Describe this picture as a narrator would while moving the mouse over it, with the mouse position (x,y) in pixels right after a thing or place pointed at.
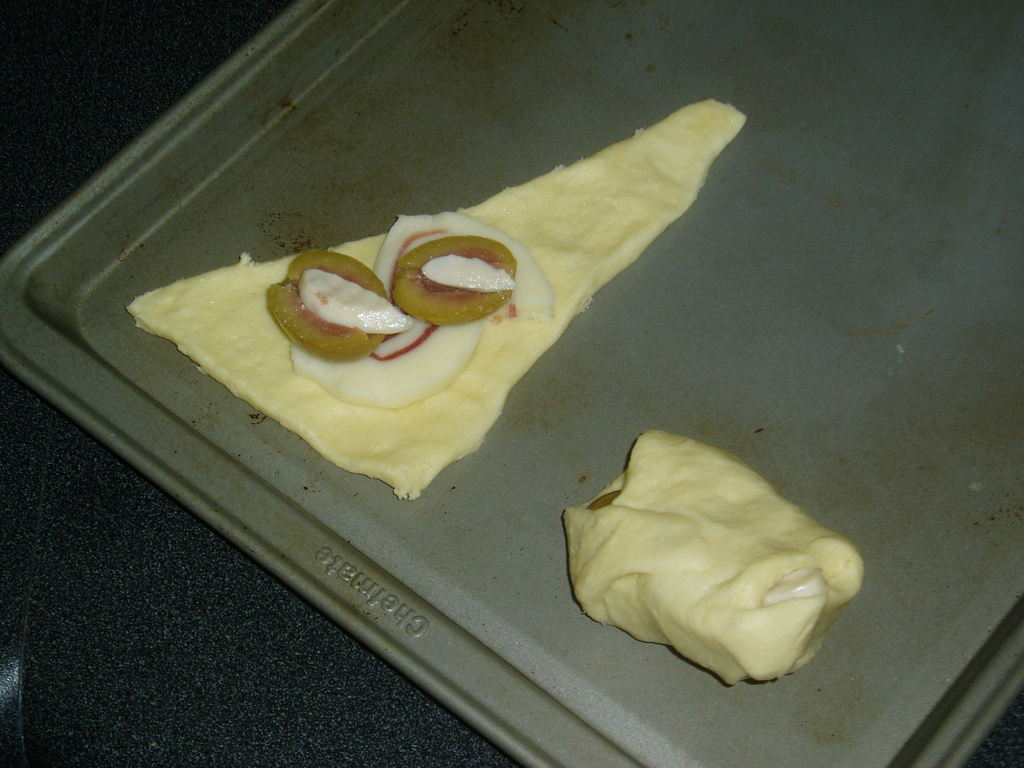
This picture shows food (846,562) in the tray (362,479) on the table (267,749).
